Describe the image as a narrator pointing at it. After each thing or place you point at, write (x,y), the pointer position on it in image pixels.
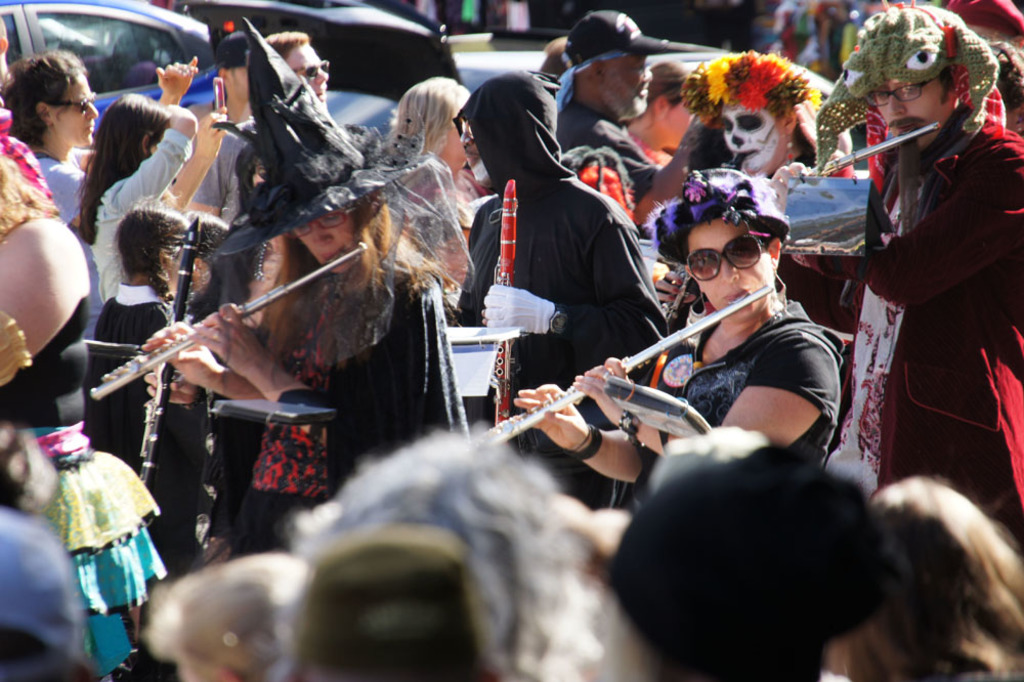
There are many people (494,495) in this. Some are playing musical instruments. A lady (311,190) wearing a black hat (290,167) is playing flute (283,286) wearing black dress (386,395). Beside her another lady (761,403) wearing black dress (747,341) and a goggles (723,258).
